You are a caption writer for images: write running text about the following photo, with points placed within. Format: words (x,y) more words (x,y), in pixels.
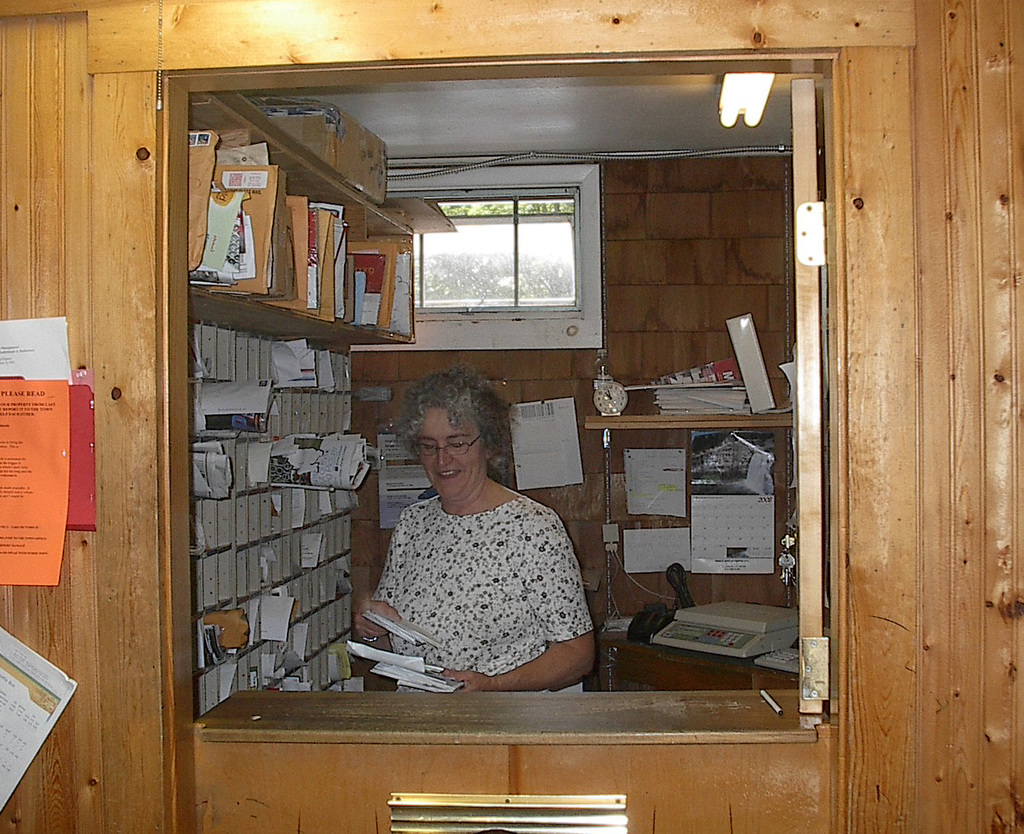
In the foreground of this image (295,62), there is a window (292,73) to a cabin (323,50) through which we can see a woman (456,575) standing and holding letters (400,664) in her hand (372,622) and in the background (242,421), there are envelopes (325,375) in the shelf (262,535) and papers (709,397), books (721,410) and an alarm (623,395) in the rack (705,421).
